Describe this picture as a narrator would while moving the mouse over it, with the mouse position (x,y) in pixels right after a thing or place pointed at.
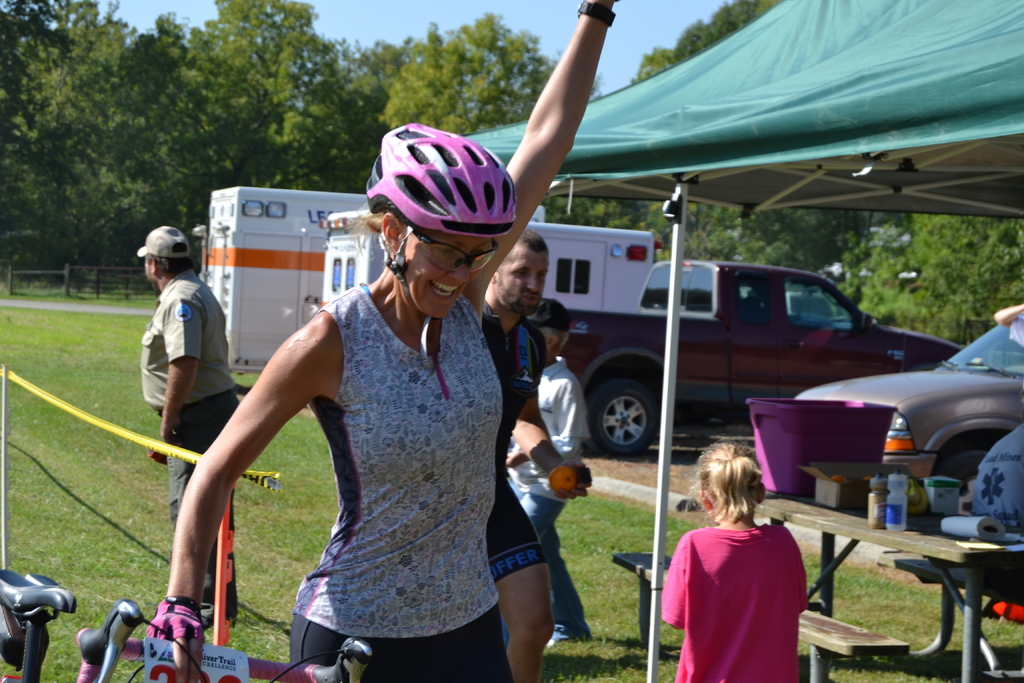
In this picture we can observe a woman (421,381) wearing spectacles (437,253) and a helmet (444,196) on her head (445,275). She is smiling. Behind her there are some people (521,418) standing. We can observe green color tent (684,103) and some vehicles (642,308) parked on the ground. In the background (294,176) there are trees (279,119) and a sky (371,30).
